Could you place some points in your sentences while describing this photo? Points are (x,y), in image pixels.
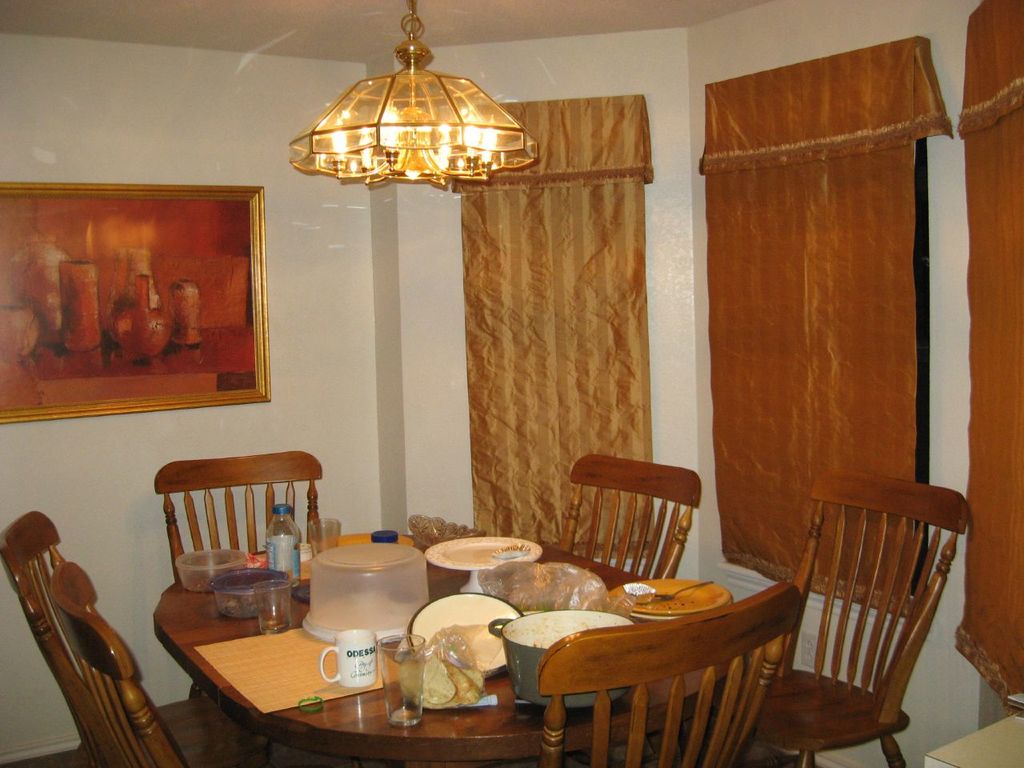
In this image, we can see a bottle (289,555), glasses (276,617), jars (355,616), vessels (476,602) and some food items (515,586) and some other objects (344,661) on the table (458,747) and in the background (601,404), there are chairs (830,728) and we can see curtains (807,265) and there is a frame (72,341) on the wall (52,422). At the top (437,139), there are lights (464,114).
